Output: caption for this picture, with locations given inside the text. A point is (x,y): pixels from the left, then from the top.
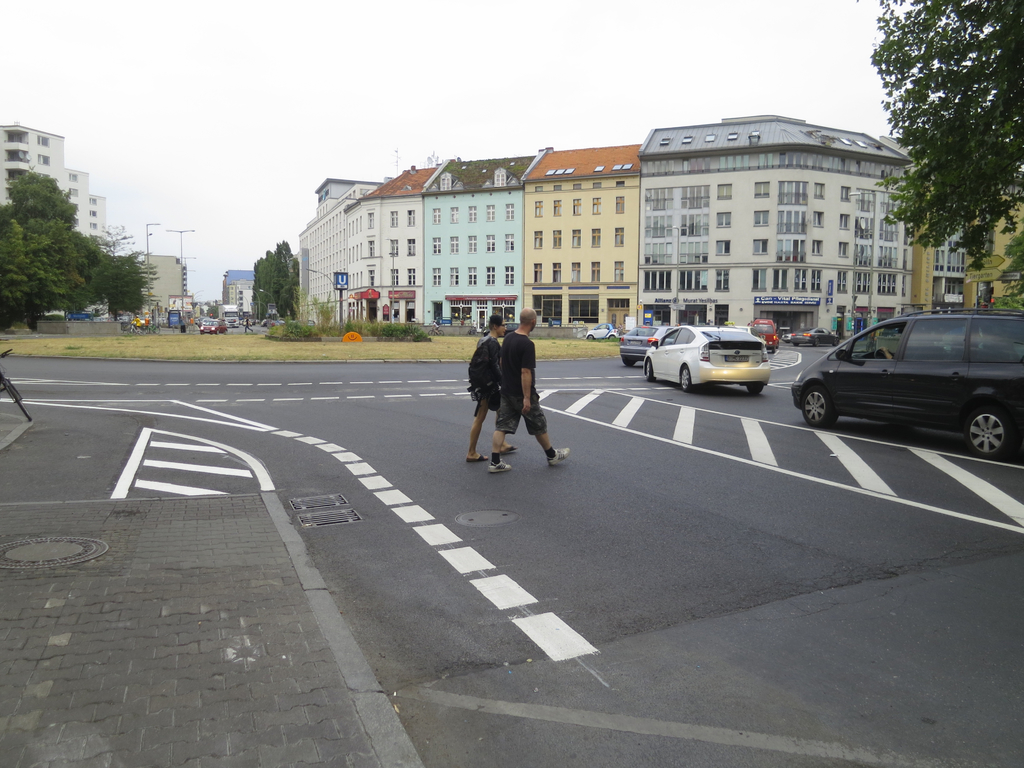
In this picture we can see there are two people (509,424) walking on the road (564,392) and on the road (678,409) there are some vehicles (757,370), a bicycle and manhole lids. On the left side of the vehicles (611,335) there are plants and trees (80,242). Behind the people (501,369) there are buildings (330,241) and the sky (376,85). There are poles (980,283) with directional boards (997,261) and lights (180,232).
